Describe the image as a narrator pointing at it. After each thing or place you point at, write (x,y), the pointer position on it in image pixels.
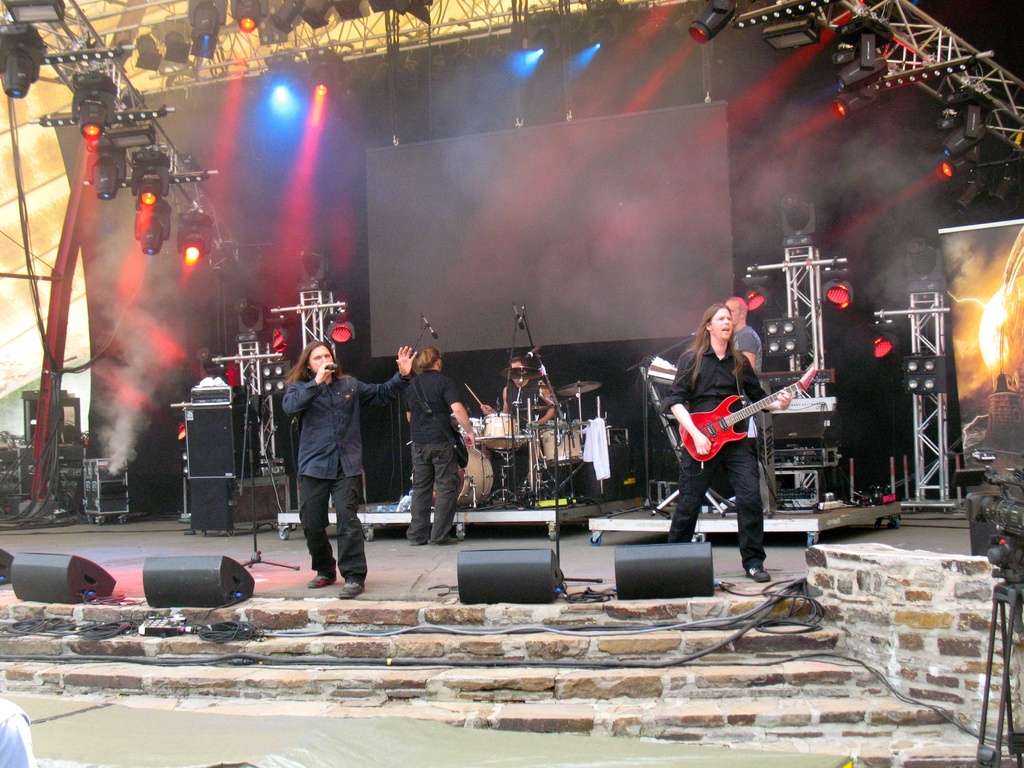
In this image we can see some group of persons (692,422) standing on the stage (401,514) playing some musical instruments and singing, there are some sound boxes (148,581), lights (546,50) and in the background of the image (502,225) we can see black color sheet (369,150) and projector screen (538,203).
